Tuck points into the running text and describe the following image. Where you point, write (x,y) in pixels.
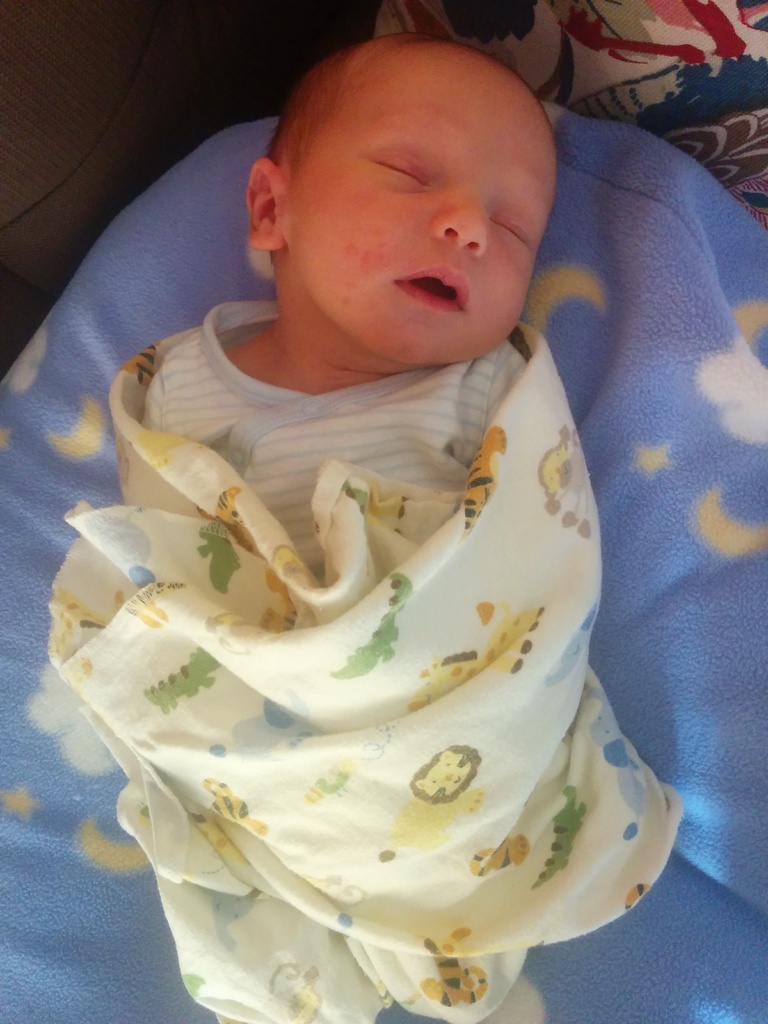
In this picture there is a baby (342,259) lying on the bed (50,983) and there is an object (666,77) on the bed (56,991).
